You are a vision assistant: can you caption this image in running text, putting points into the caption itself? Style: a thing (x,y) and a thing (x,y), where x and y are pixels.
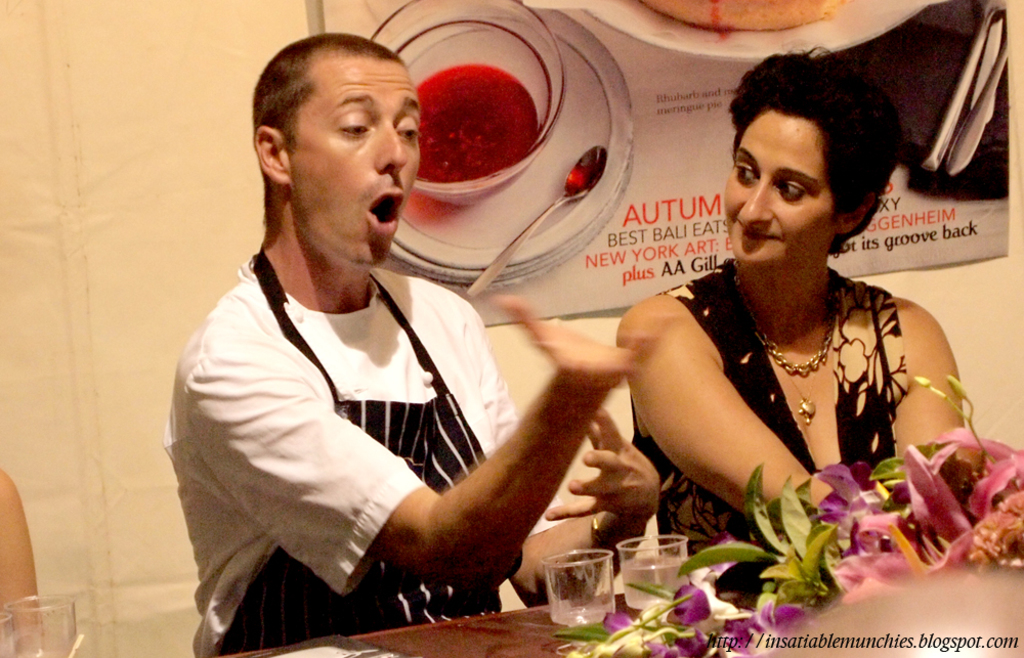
In this image in the front (578,571) there is table (534,647) and on the table (517,648) there are flowers (872,558), glasses (636,568). In the center (488,385) there are persons (637,376) sitting and in the background (235,135) there is a wall (200,165) and on the wall (200,163) there is a board (603,134) with some text (676,235) and images (617,126) on it. The woman (826,302) sitting in the center (663,378) is smiling and the man (355,310) is having some expression on his face (374,256).
